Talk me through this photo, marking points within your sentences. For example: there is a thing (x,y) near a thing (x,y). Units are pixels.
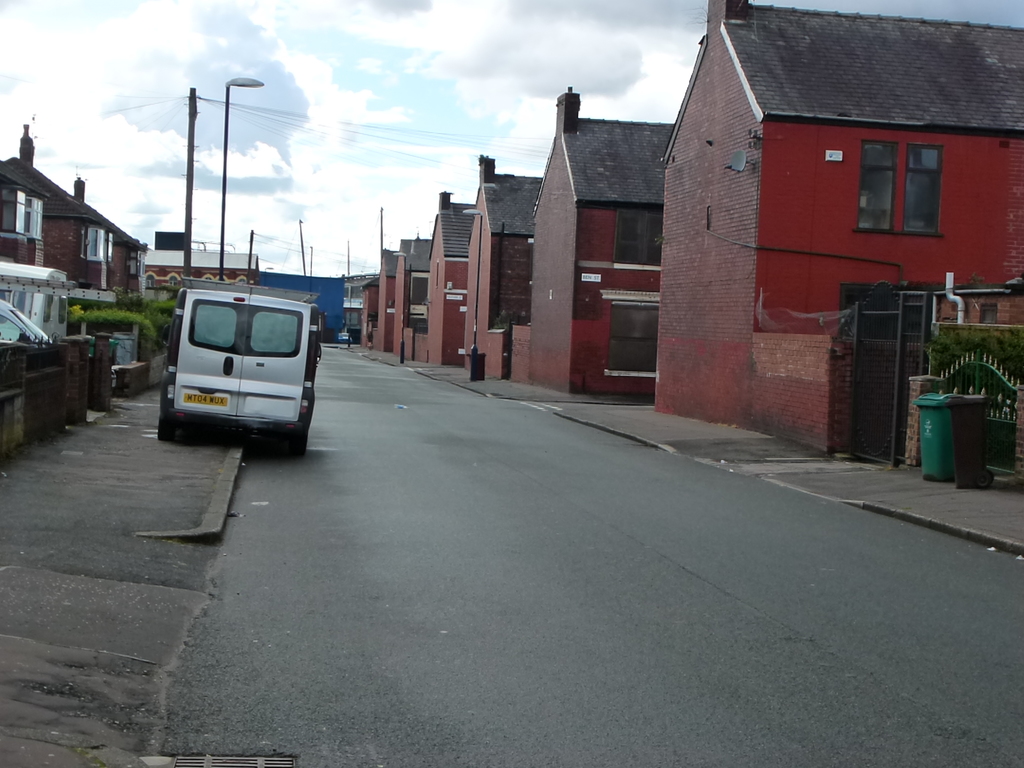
In the foreground of this image (552,687), there is a road (445,473). On either side, there are houses (118,268), poles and the side path (162,447). On the left (206,374), there are vehicles (51,325). On the right (935,435), there is a dustbin (941,415) and a gate (959,368). On the top (376,90), there is the sky (384,87) and the cloud (476,54).
